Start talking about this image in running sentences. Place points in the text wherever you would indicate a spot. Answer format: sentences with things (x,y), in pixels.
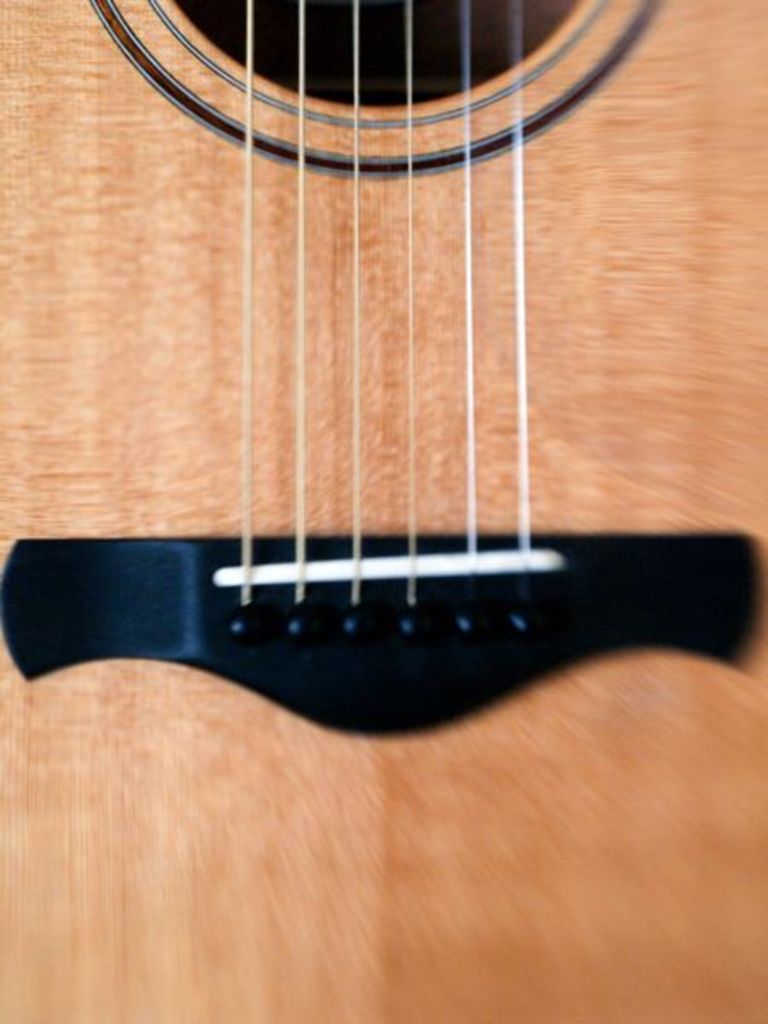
In this image there is guitar (488,10) where there is a saddle (318,683) in which there are some bridge pins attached to it then there are 6 strings (252,584) attached to those bridge pins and this is called as sound hole (231,27).
